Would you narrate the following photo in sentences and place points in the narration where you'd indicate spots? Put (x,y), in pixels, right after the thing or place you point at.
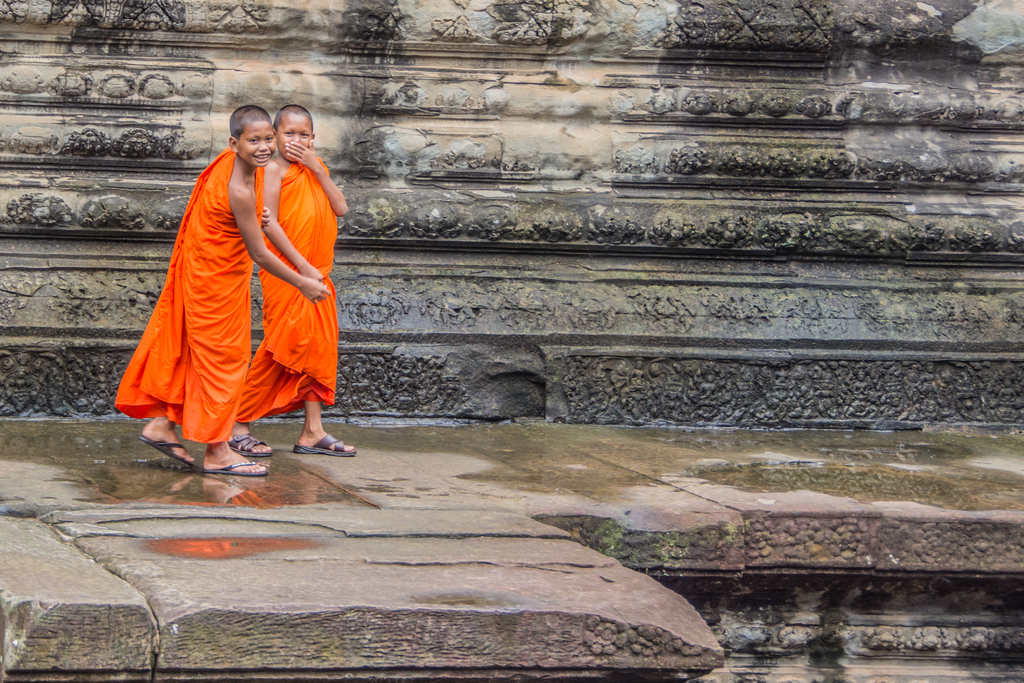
In this image there are two monks (180,291) walking with a smile on their face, behind them there is a rock (634,231).
